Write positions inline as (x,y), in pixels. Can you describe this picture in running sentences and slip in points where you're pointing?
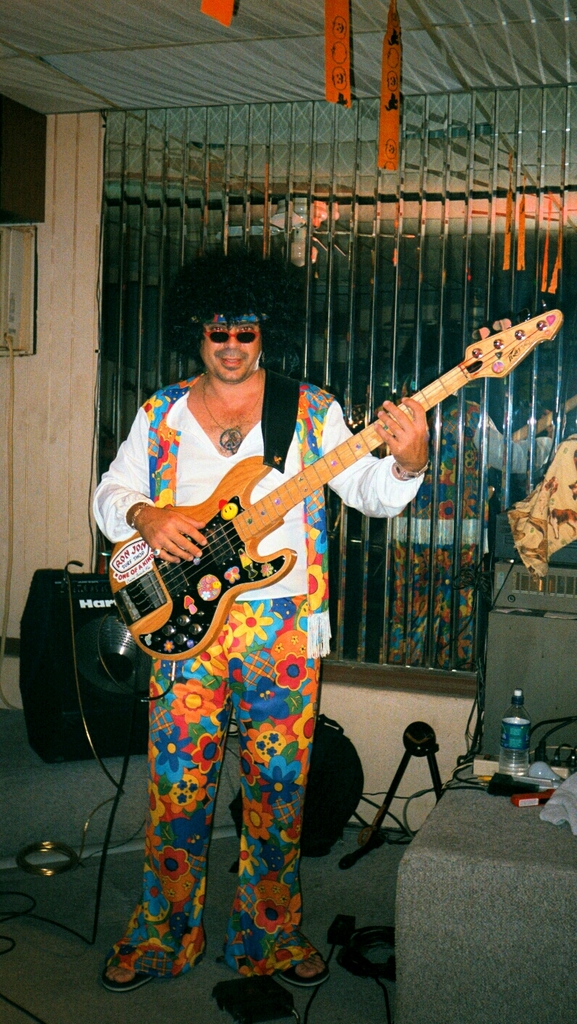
As we can see in the image there is a white color wall (53,406) and a man (248,281) holding guitar (231,542).
